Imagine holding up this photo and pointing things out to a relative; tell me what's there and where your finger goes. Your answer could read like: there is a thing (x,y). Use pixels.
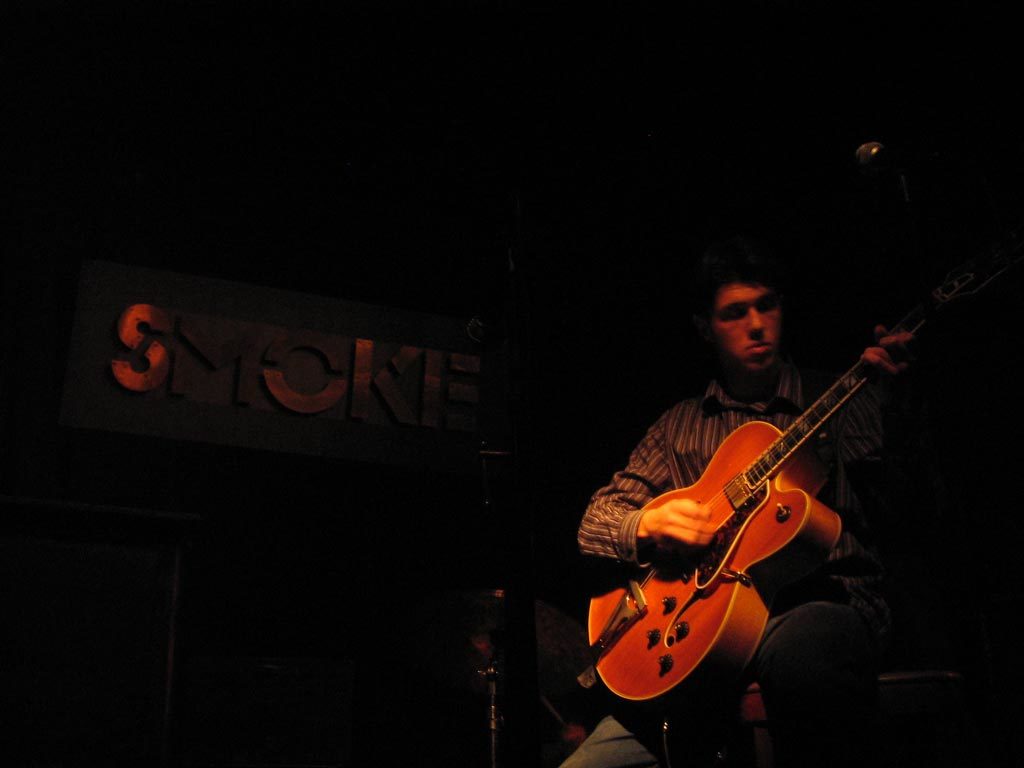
In this image on the right side (692,470) there is one man (839,645) who is sitting and playing a guitar (932,307), on the left side (88,387) there is one board (293,382).
